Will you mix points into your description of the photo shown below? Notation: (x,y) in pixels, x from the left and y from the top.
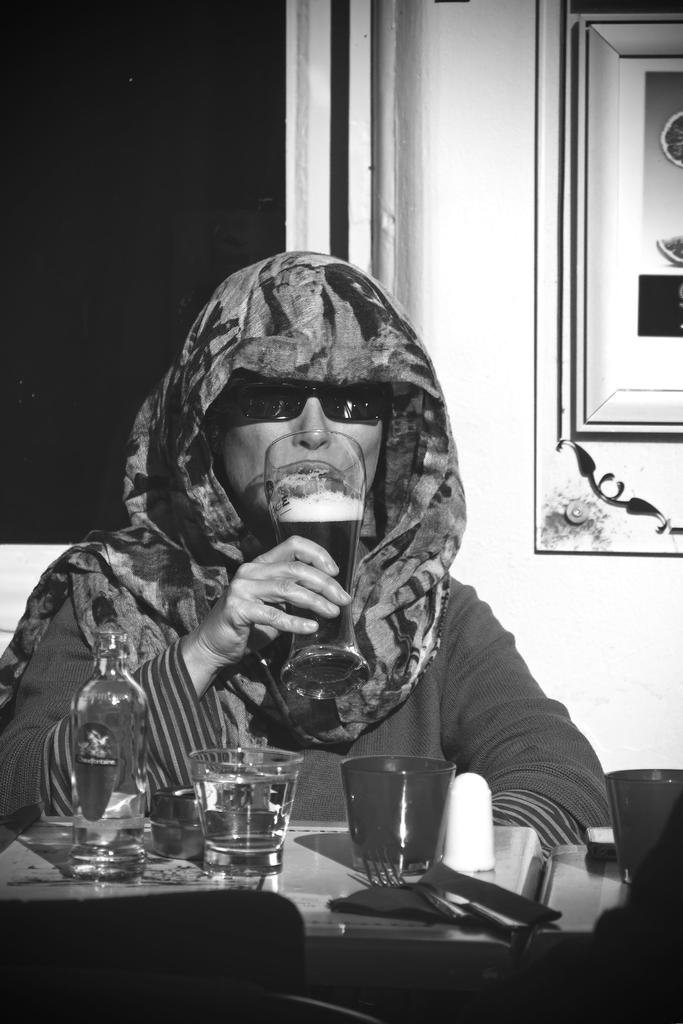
This is a black and white picture. Here we can see a person (288,539) who is drinking with the glass (347,524). This is table (365,928). On the table (32,875) there is a bottle (134,789), and glasses (358,763). On the background (472,289) there is a wall (472,289) and this is frame (611,354).
